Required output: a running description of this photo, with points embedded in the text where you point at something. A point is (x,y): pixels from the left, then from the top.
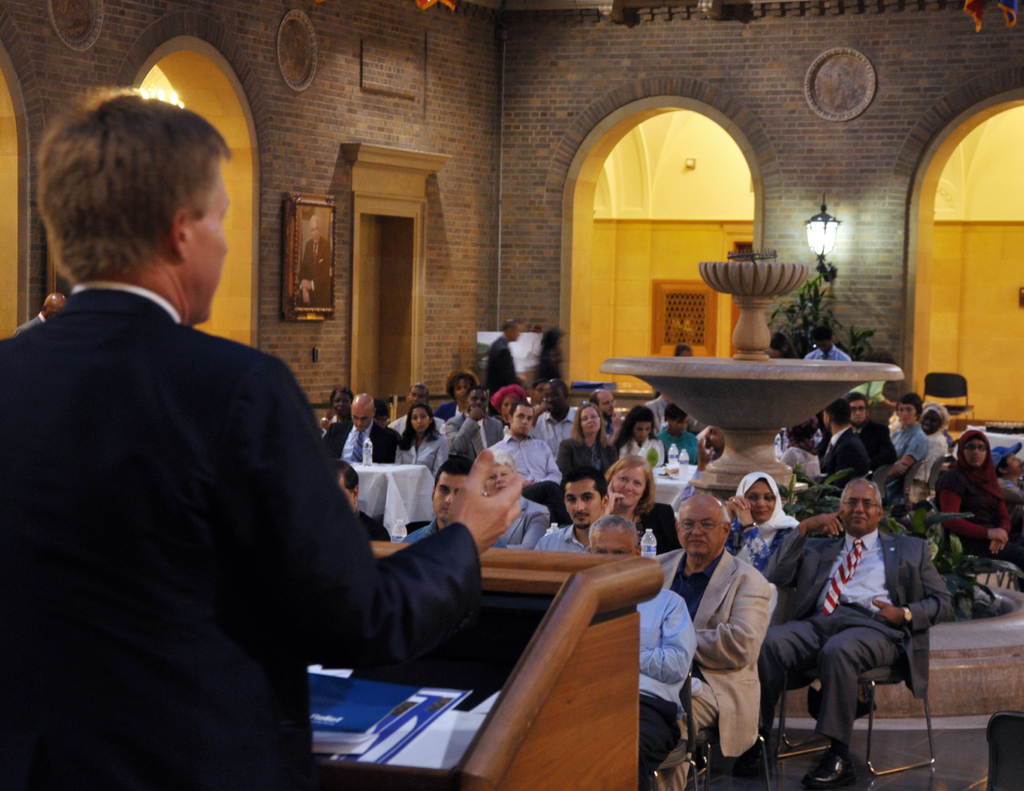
As we can see in the image there are few people (576,459) sitting on chairs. There is a wall (614,324), photo frame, light (825,245) and on the left side (151,696) there is a man (168,236) wearing black color jacket (210,610). Here there are books (409,726).
